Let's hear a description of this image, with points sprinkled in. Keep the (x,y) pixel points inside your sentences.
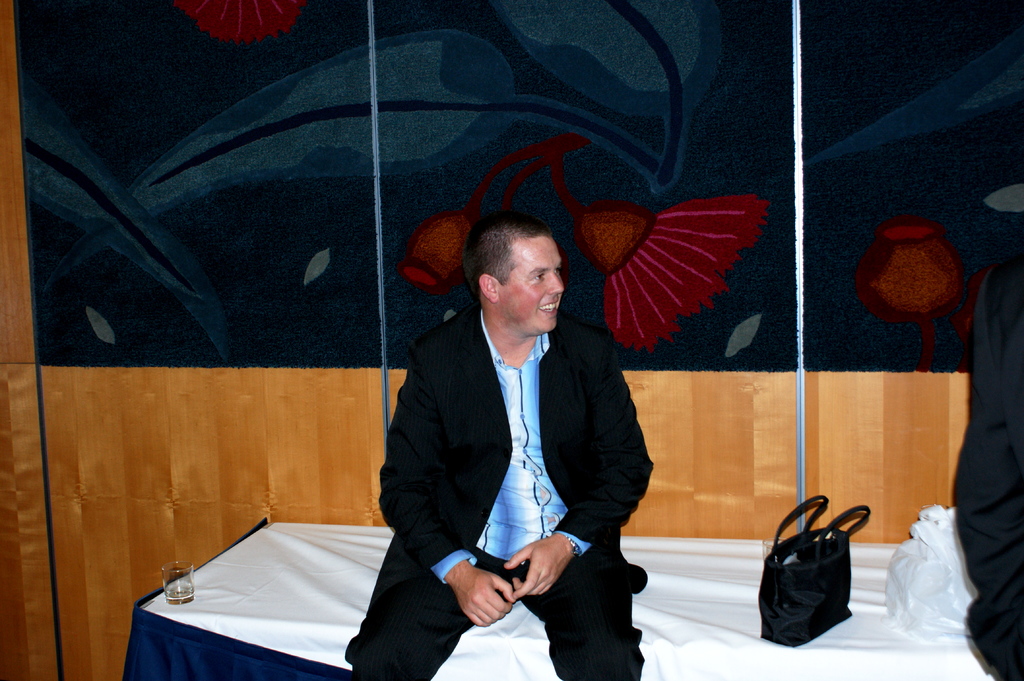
The person (494,438) is sitting on a table (197,578) which has a glass (190,595) of a drink (176,602) and a black hand bag (784,589) on it and there is another person (991,461) standing in the right corner (998,482).
